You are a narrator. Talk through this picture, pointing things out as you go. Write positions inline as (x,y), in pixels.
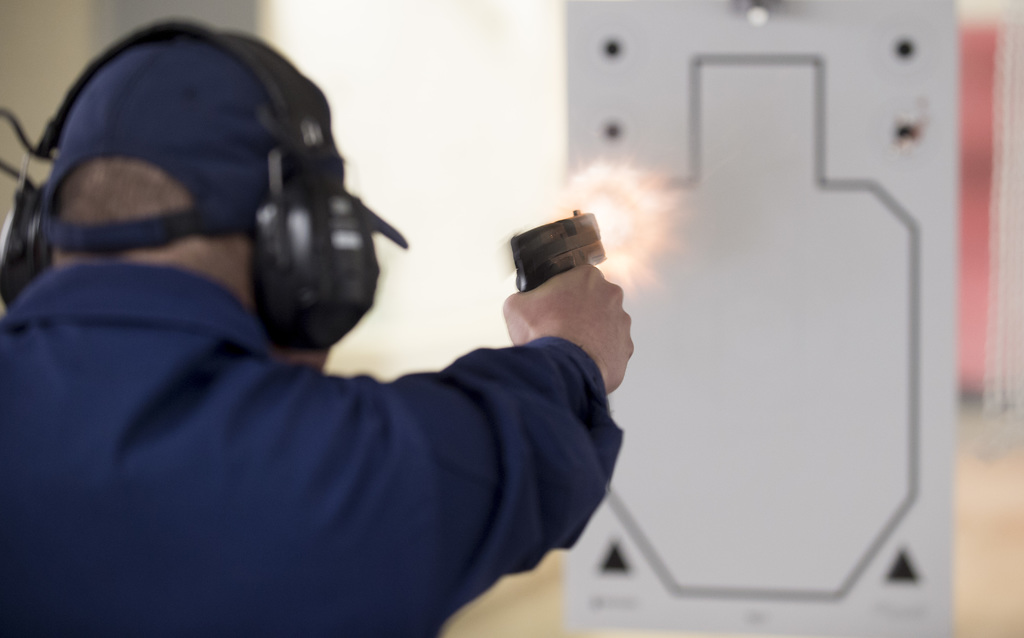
In this image, we can see a person (200,369) is holding a gun (552,249) and wearing a cap (161,158) and headsets (289,259). Background (862,414) there is a blur view. Here there is a white board (813,475) with some figures (676,275).
